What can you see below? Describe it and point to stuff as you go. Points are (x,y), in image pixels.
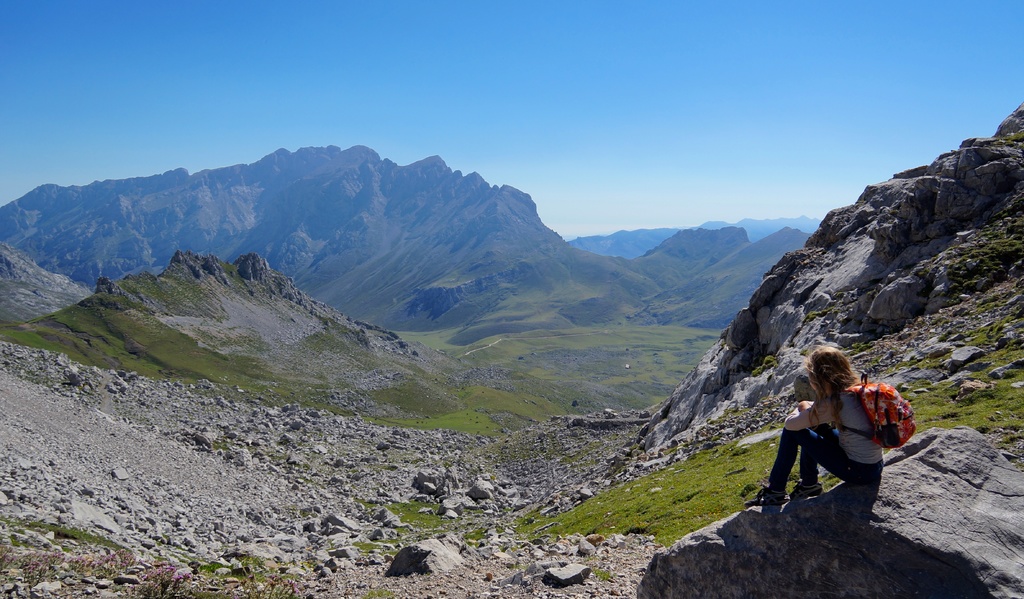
On the right (849,421) a person (850,434) is sitting on a rock (960,565) and carrying a bag (899,419) on the shoulders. In the background (319,405) there are stones (69,574) and grass (475,345) on the ground (610,330), mountains (59,194) and sky (509,49).
